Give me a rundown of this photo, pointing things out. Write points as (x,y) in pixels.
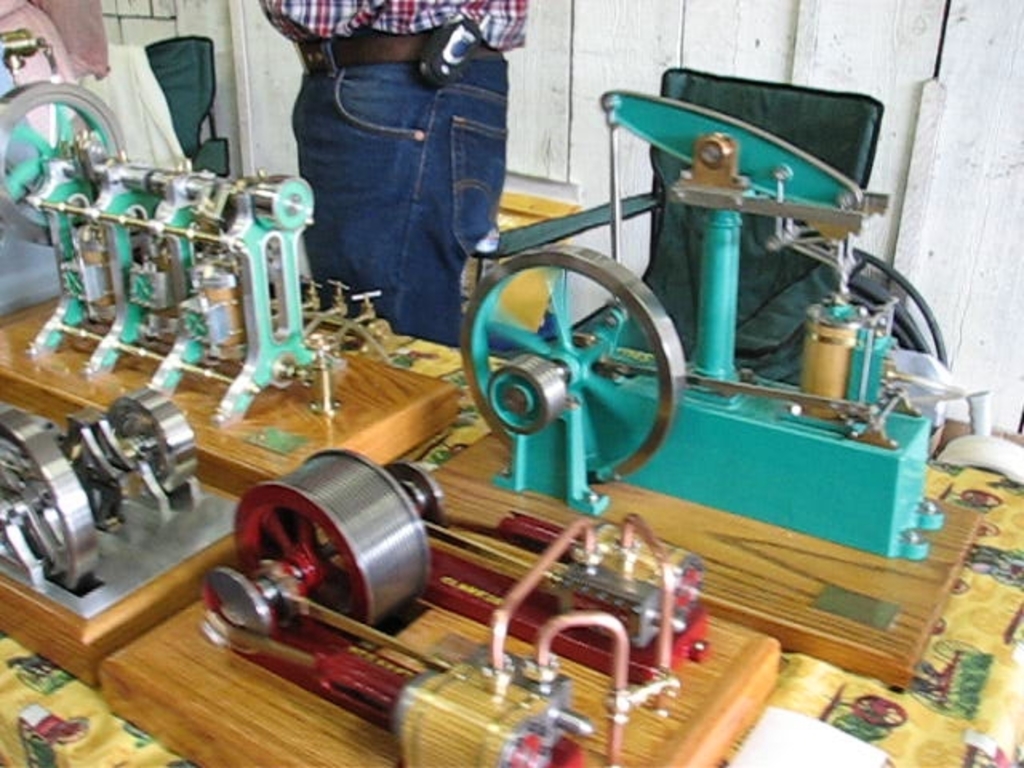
In the image, on the table (993,554) there are machines (908,490). Behind the table (969,475) there is a man (394,79) standing and also there is a chair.
